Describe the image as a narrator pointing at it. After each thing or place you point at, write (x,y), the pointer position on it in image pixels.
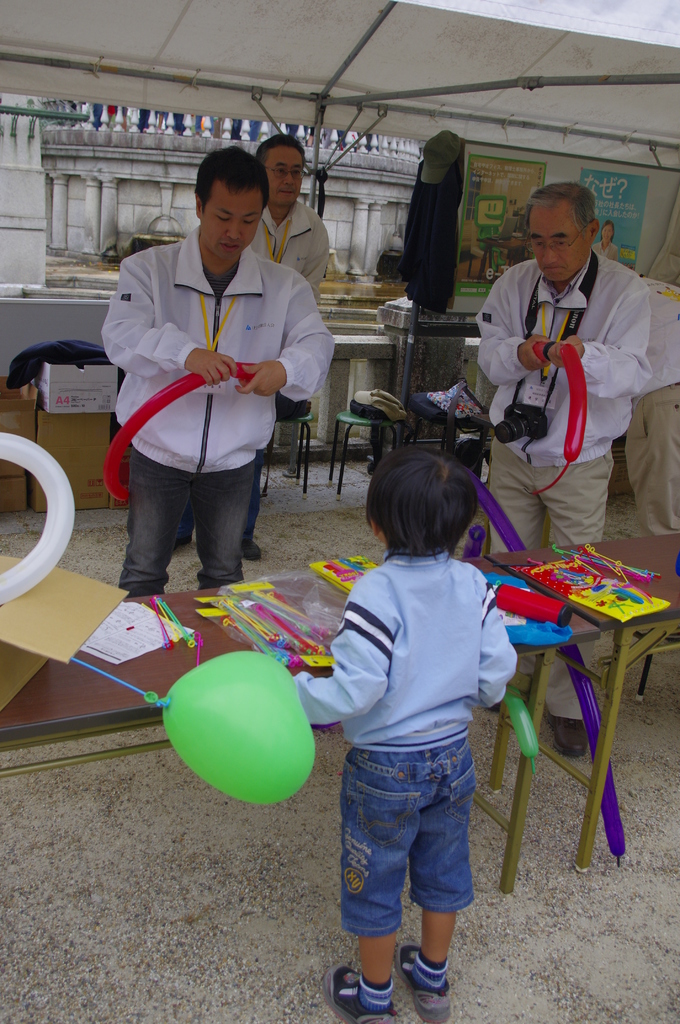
In this image I can see a boy (386,795) wearing blue colored dress (422,759) is standing and holding a green colored balloon (268,740) in his hand (306,673). I can see a desk (206,652) in front of him, few objects (218,618) on the desk (211,624), few persons (270,434) wearing white colored jackets (227,331) are standing and holding balloons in their hands (209,351). In the background (233,103) I can see few boxes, few chairs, a tent (284,74), the building (143,136) and few other objects (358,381).
